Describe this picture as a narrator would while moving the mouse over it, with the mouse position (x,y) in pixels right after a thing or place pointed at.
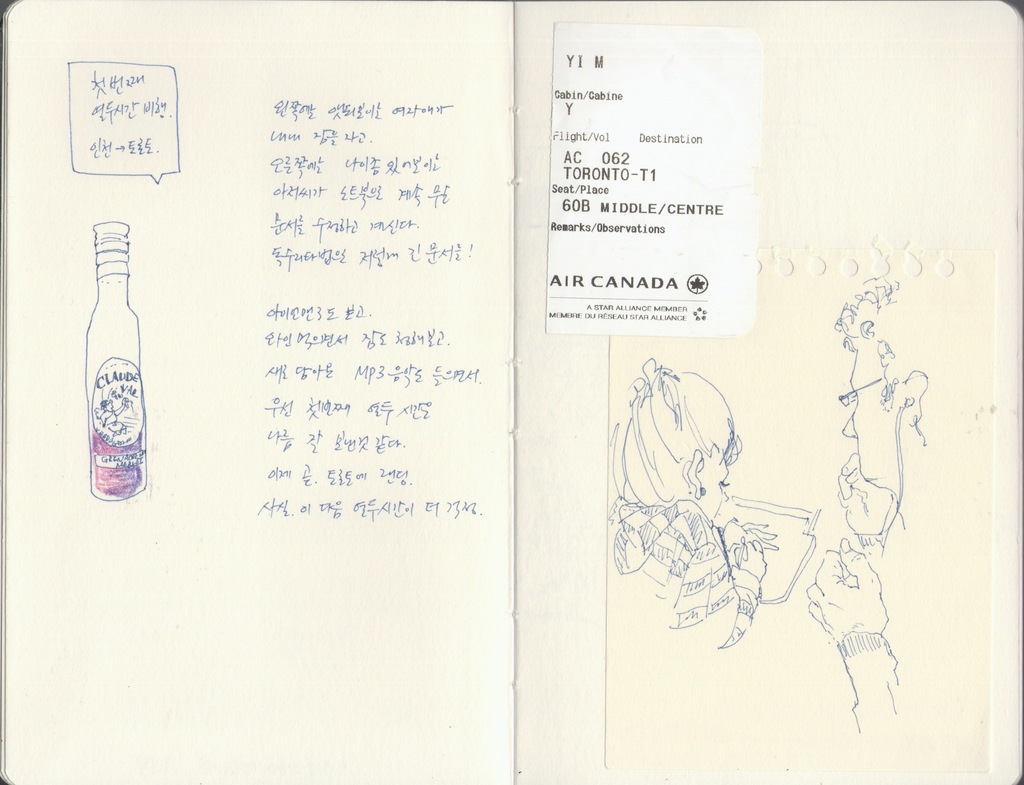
On the left side of the image (272,114) we can see a paper (353,735) on which some text (373,498) was written and a bottle picture (127,384) was drawn. On the right side of the image (870,233) we can see a sketch (707,573) and some text (573,197) was written on the paper (610,270).
